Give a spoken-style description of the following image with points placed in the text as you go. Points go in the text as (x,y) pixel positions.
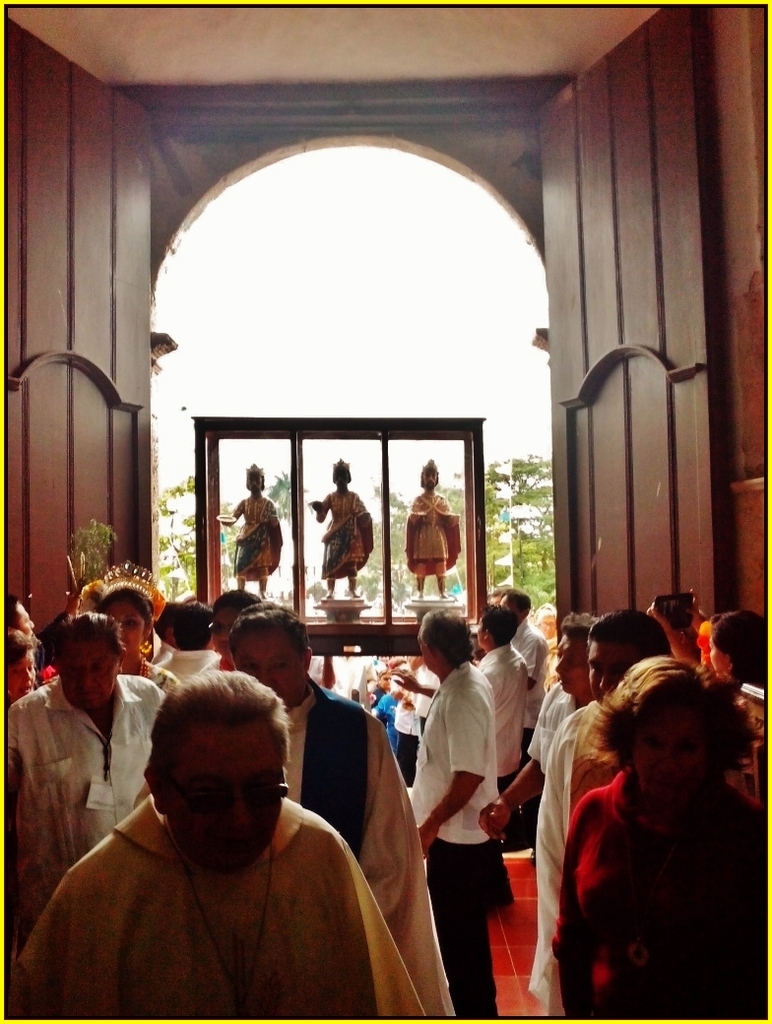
Here in this picture, in the front (281,760) we can see a group of men and women (305,733) standing and walking on the floor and in the middle (262,598) we can see statues (243,560) present in a wooden box (231,427) and beside that on either side we can see wooden door (139,471) present and in the far we can see plants (283,506) and trees (283,506) present and we can see the sky (352,303) is clear.
